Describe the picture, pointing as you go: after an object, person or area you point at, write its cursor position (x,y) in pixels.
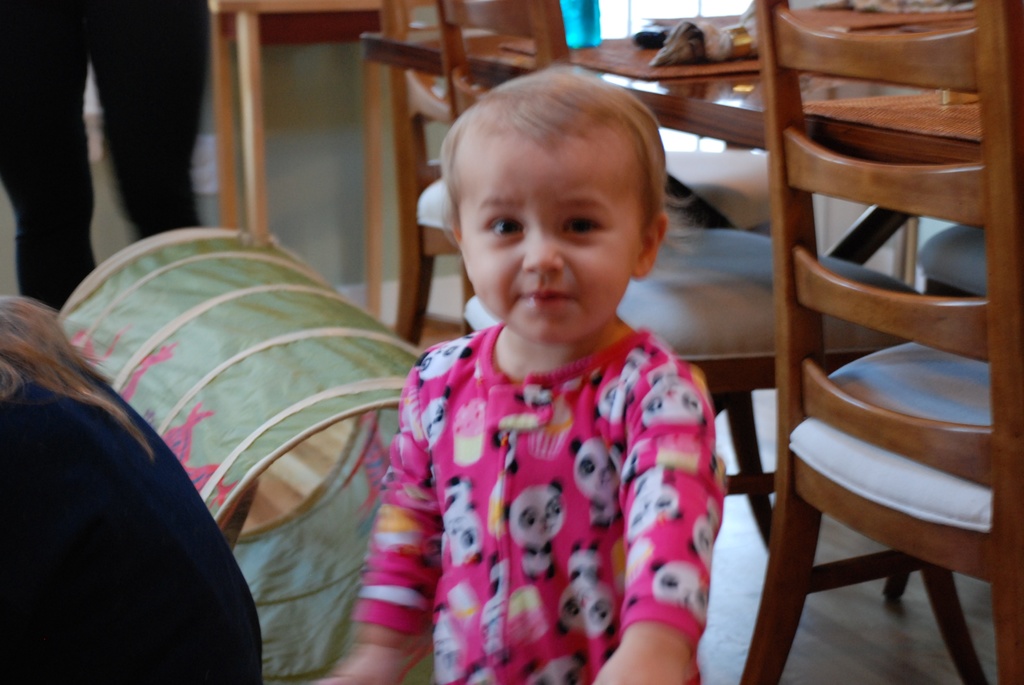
In the center (586,445) we can see one baby (468,511). On the left (88,510) one more person (123,509), on the top we can see one person (103,118) standing. On the right (873,152) we can see table (879,145) and chairs (840,48) and one tunnel (232,384) on the left (254,359).
